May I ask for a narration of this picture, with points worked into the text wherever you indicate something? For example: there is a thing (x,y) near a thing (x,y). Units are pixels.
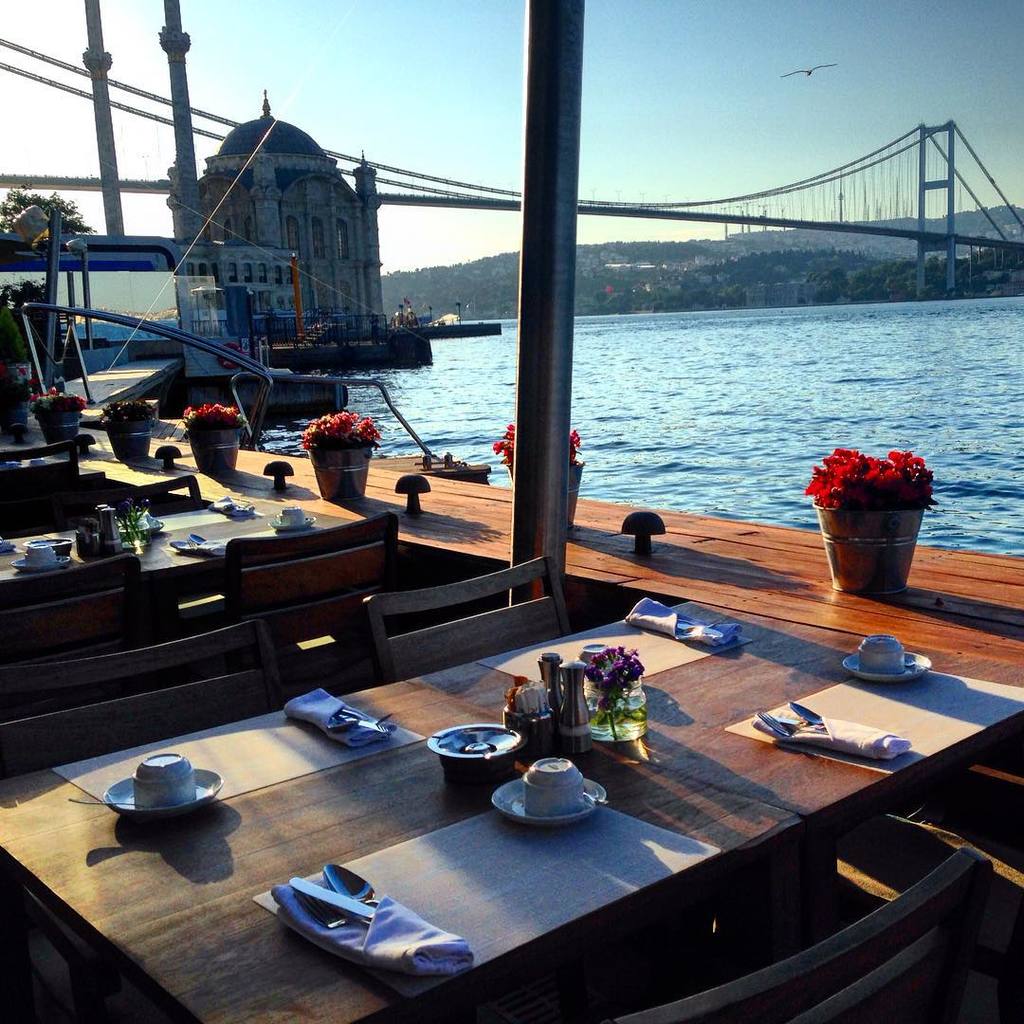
In this picture we can see chairs (383,609), tables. On the table (306,872) we can see cup (550,806), saucer (521,801), glass (643,707), flower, cloth (665,611), spoon (335,877). This is water (797,363). This is bridge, This is bird (800,69). This is sky (456,71).
